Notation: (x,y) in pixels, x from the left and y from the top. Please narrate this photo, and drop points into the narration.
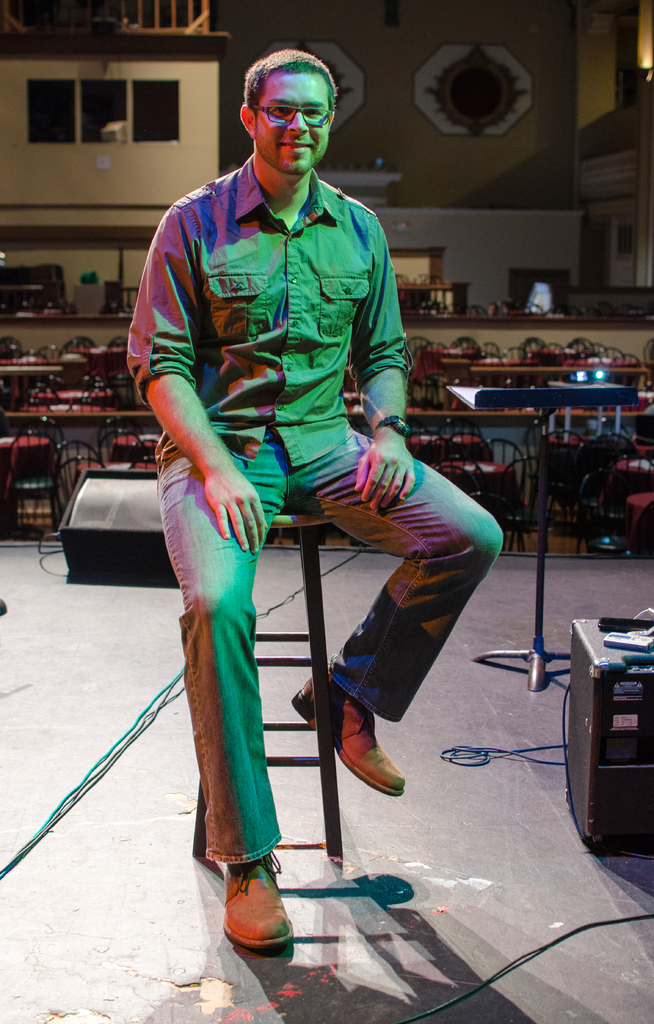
In this image we can see a person (300,452) sitting on a stool (316,763). On the right side of the image (633,737) we can see devices (625,639) in a box (595,712). In the background (149,105), we can see a speaker (138,496) on the stage (595,566), a group of chairs (473,485) and tables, railing (175,10) and some windows (163,111).
